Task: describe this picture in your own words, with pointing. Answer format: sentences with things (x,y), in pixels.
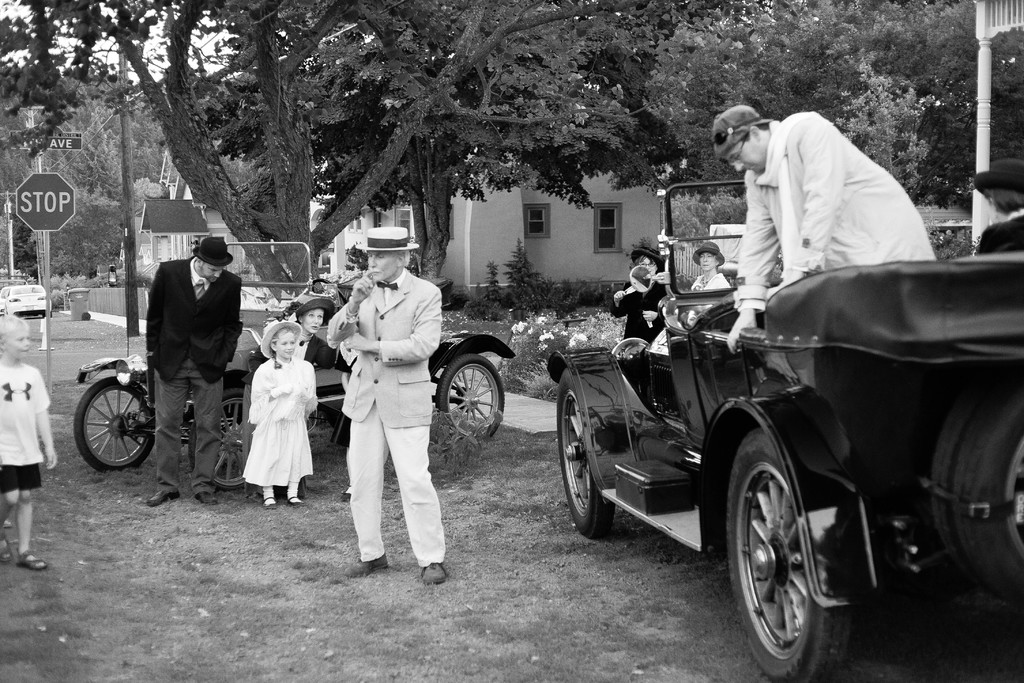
The picture is outside a building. There are many people (177,353) in the image. In the right side (892,467) there is a car (753,388) on it people (771,266) are standing. In the background (580,124) there are trees (493,131), building (630,209), sign board (61,208), car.
